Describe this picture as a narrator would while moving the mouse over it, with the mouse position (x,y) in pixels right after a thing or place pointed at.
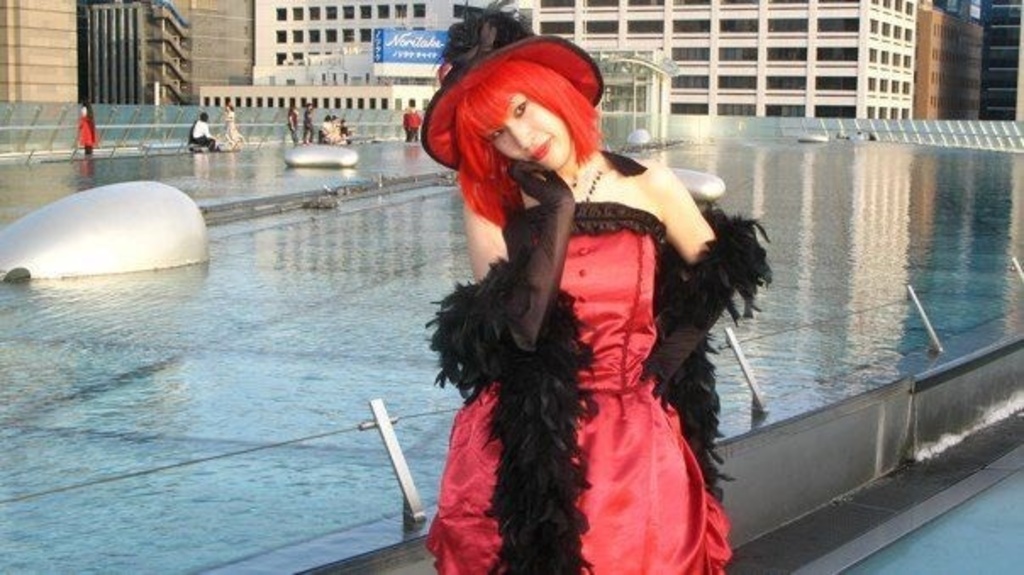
In the image I can see people (323,138) among them some are sitting and some are standing. The woman (633,280) in front of the image is wearing a hat (490,84), a necklace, red color dress (604,216) and some other objects (550,406). In the background (433,301) I can see buildings (712,69), the water (806,334), a board (381,62) and some other objects (167,131).
